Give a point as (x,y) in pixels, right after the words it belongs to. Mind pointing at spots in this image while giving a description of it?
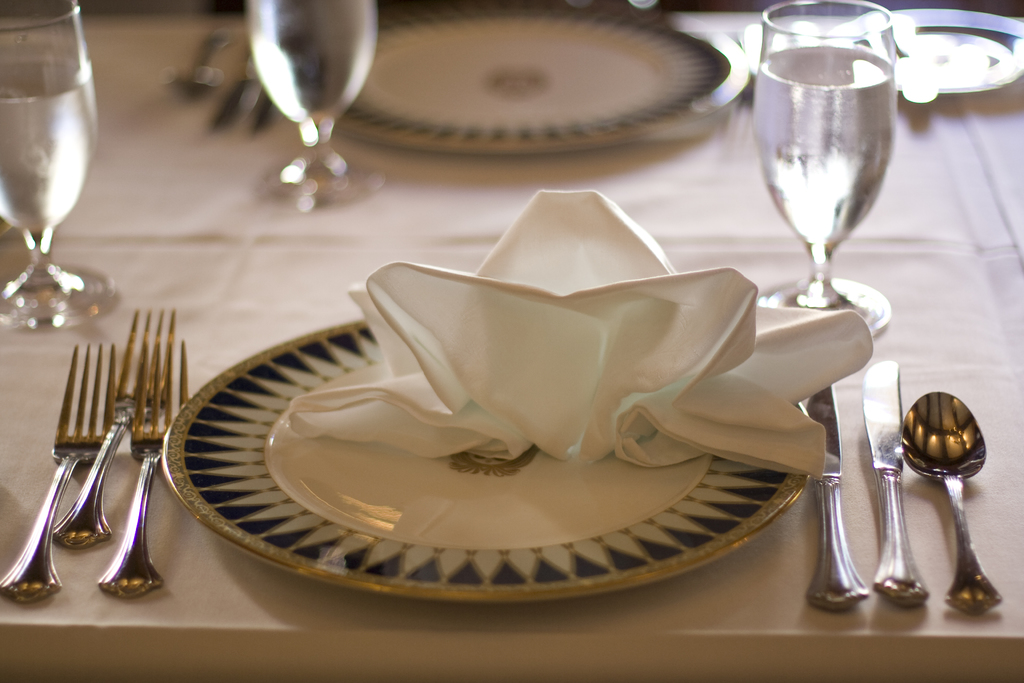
This image has two plates (204,449) and forks (112,456) at left side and knife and spoon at right side (974,441), few glasses (817,160) having water (823,121) in it.
